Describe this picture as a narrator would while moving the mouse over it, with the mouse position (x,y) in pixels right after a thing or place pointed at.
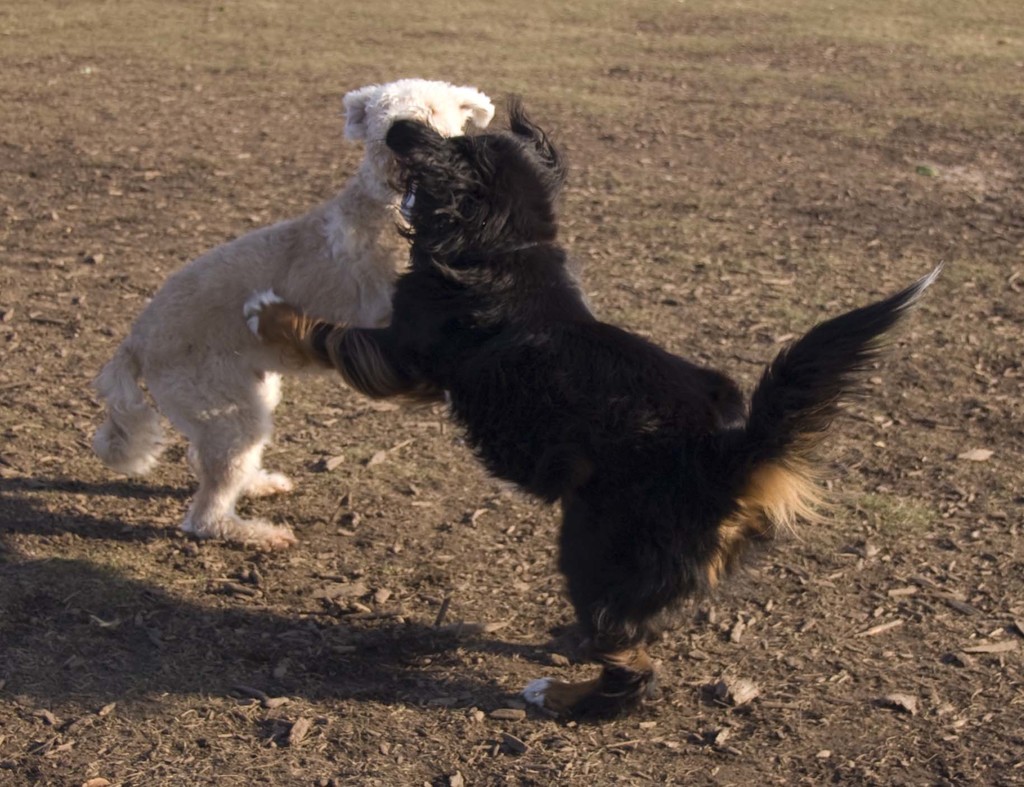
In this image I can see an open ground (307,386) and on it I can see two dogs (537,369). I can see the colour of one dog (298,246) is white and the colour of one (532,385) is black.
